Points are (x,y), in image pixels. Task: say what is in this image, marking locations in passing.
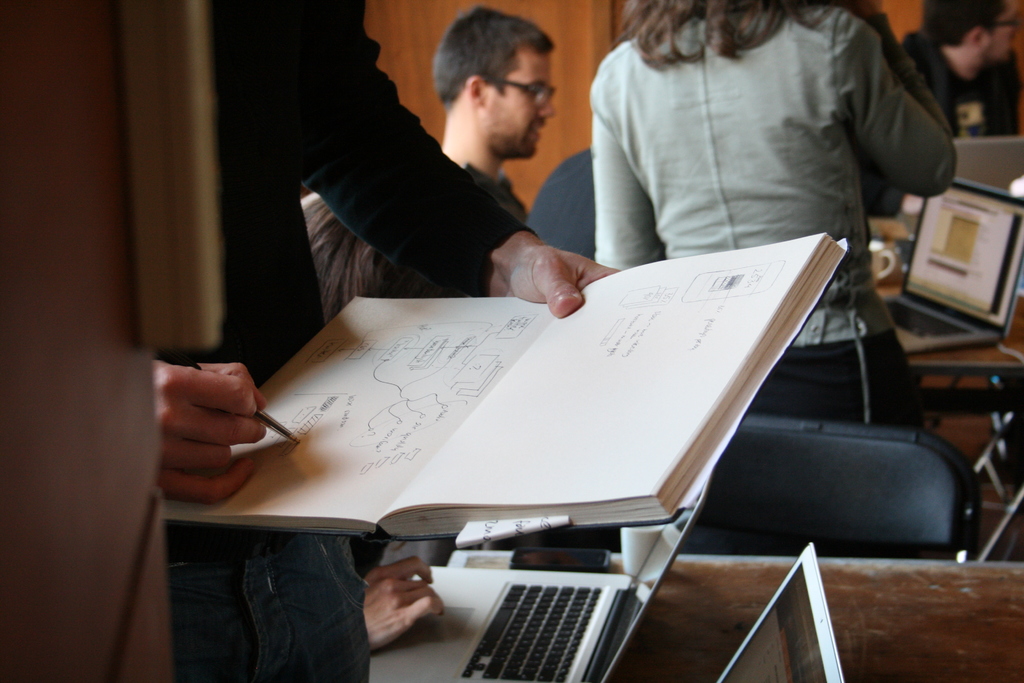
In this picture we can see one woman (819,176) standing here and one person (490,119) is sitting here and one person (259,272) standing here and holding a book (484,372) and writing something on the book (451,443) and another person (419,592) is operating a laptop (571,635) and the woman (886,162) is looking into the laptop (916,278).
